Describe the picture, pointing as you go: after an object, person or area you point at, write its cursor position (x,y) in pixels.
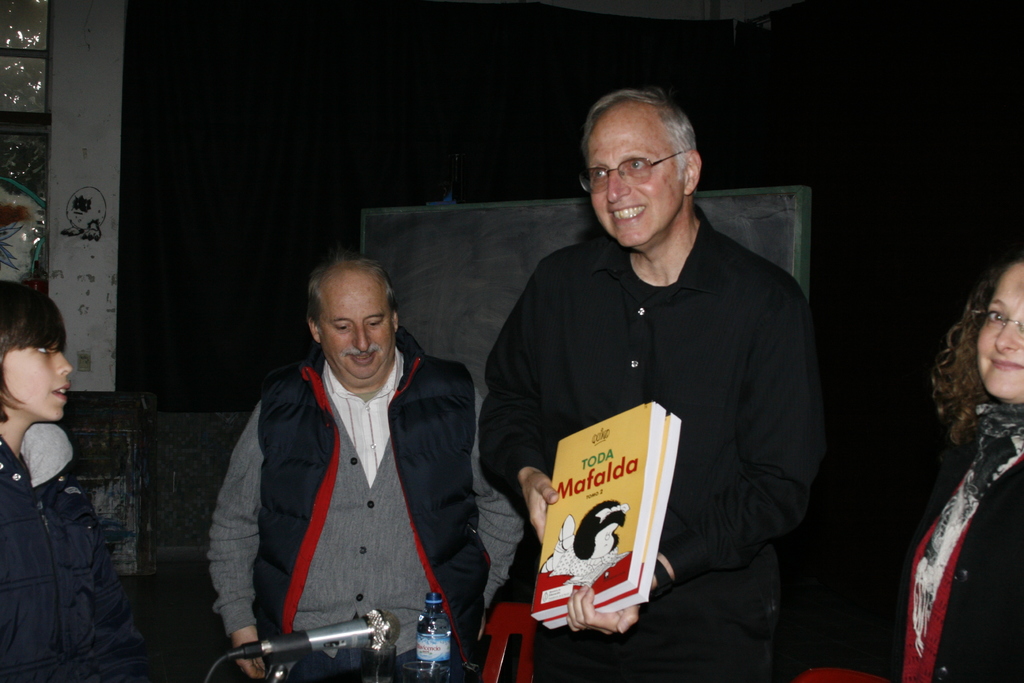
There are people (693,388) standing and this man (648,659) holding books (566,538), in front of these people (398,602) we can see microphone (348,625) and bottle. Background (401,246) we can see board (388,253) and it is dark.
